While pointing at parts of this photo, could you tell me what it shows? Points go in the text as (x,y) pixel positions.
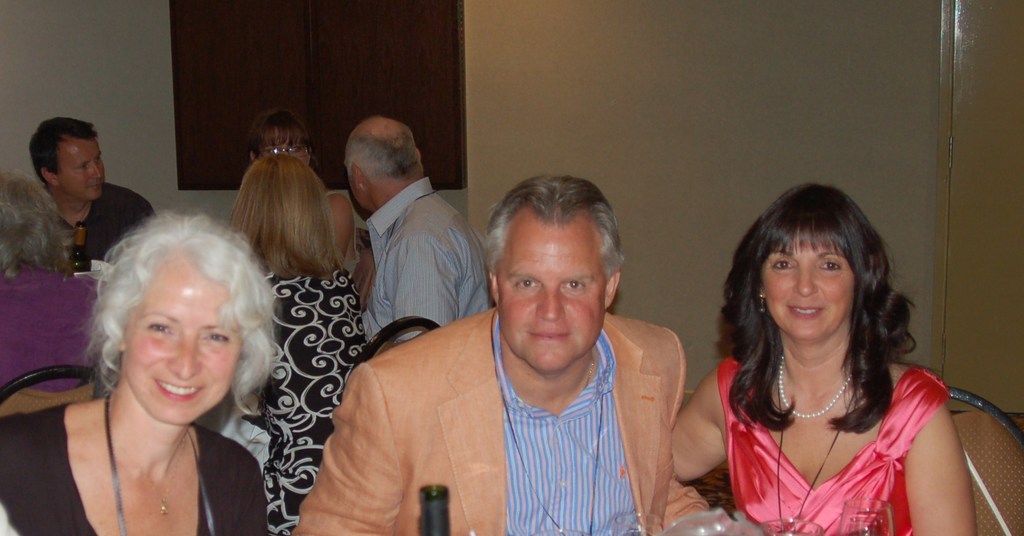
In this image we can see people (257,311) sitting on chairs (78,392). In the background of the image (533,145) there is a wall (556,40). There is a window (262,46). To the right side of the image (961,91) there is a door (969,310).
